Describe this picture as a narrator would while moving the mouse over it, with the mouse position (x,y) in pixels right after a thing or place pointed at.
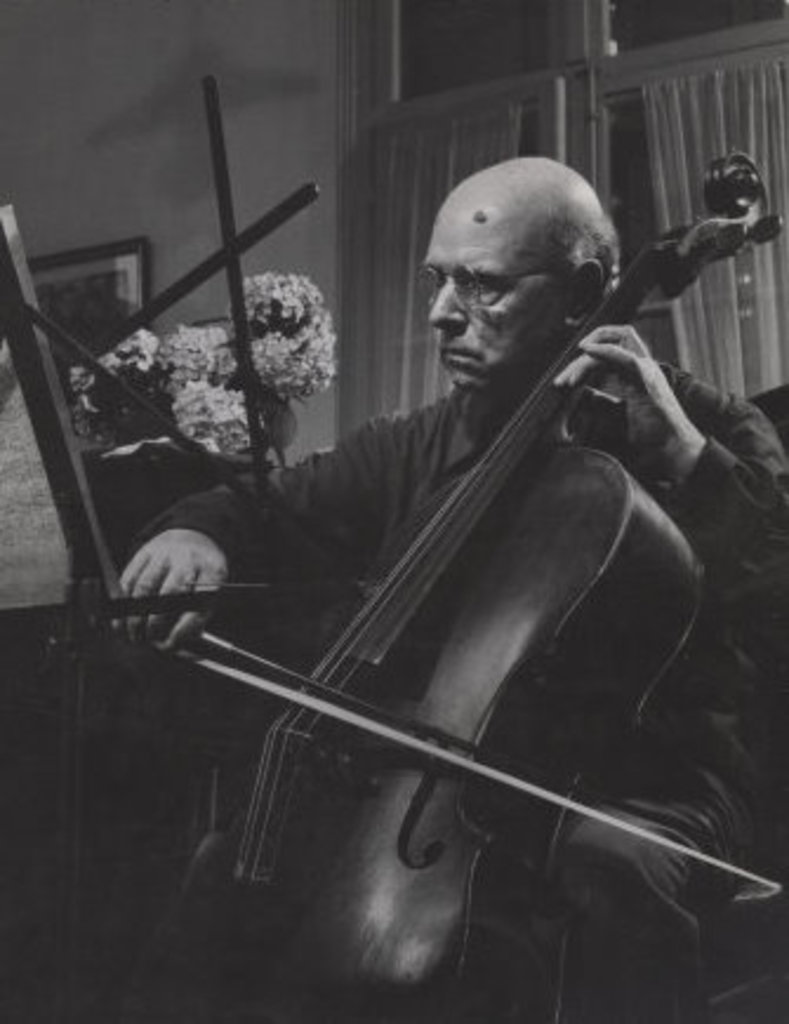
In this image i can see a man (487,340) is playing a cello (484,545) by sitting on a chair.
